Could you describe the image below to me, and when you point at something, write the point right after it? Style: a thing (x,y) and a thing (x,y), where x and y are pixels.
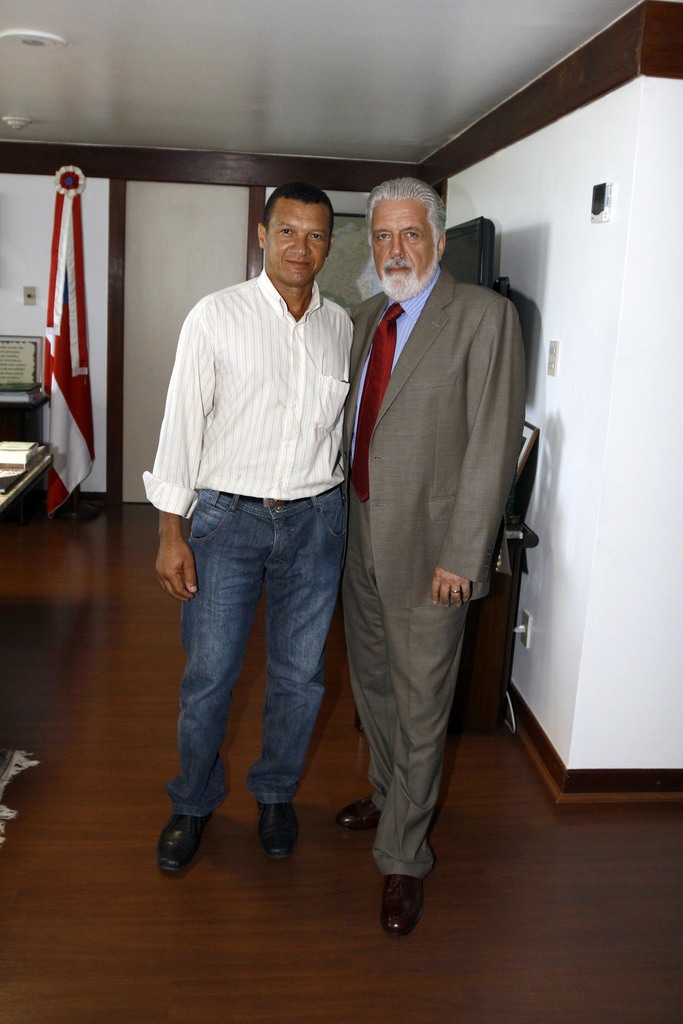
In this image we can see this person (239,452) wearing white shirt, jeans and shoes (290,831) and this person (404,483) wearing blazer (457,305), red tie (359,484) and shoes (351,808) are standing on the wooden flooring (350,900). In the background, we can see the monitor (475,237) fixed to the wall (540,226), we can see a table (13,500), flag (83,422) and ceiling lights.
